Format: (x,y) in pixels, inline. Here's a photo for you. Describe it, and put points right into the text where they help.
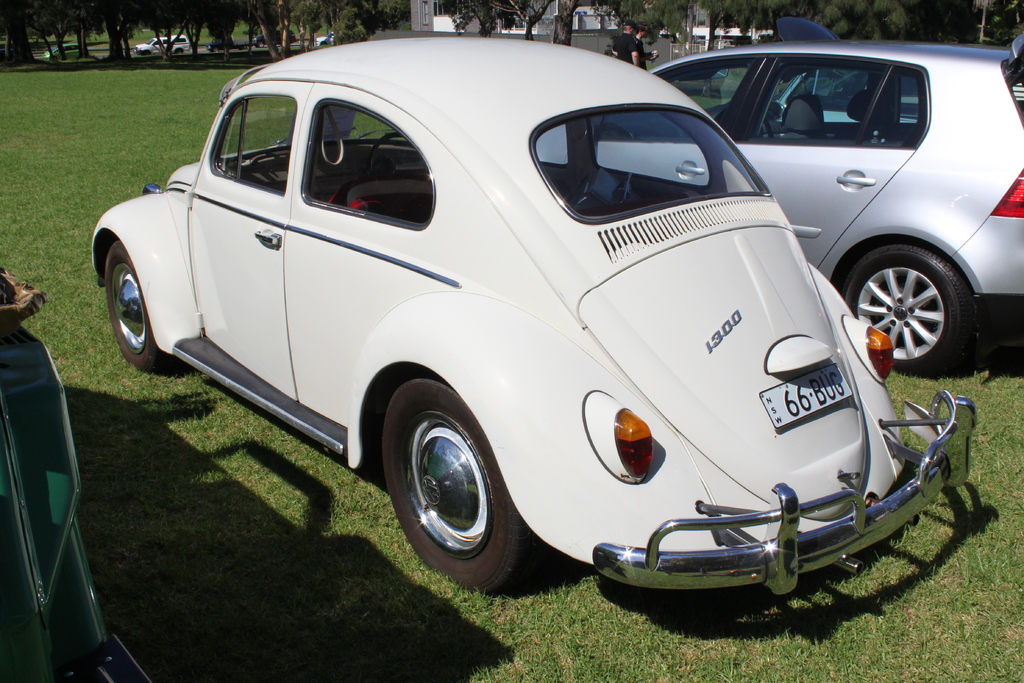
In the foreground of this image (353,433), there are three vehicles (478,386) on the grass (377,551). In the background (245,29), there are trees (305,32), few vehicles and two men (644,59) standing.
